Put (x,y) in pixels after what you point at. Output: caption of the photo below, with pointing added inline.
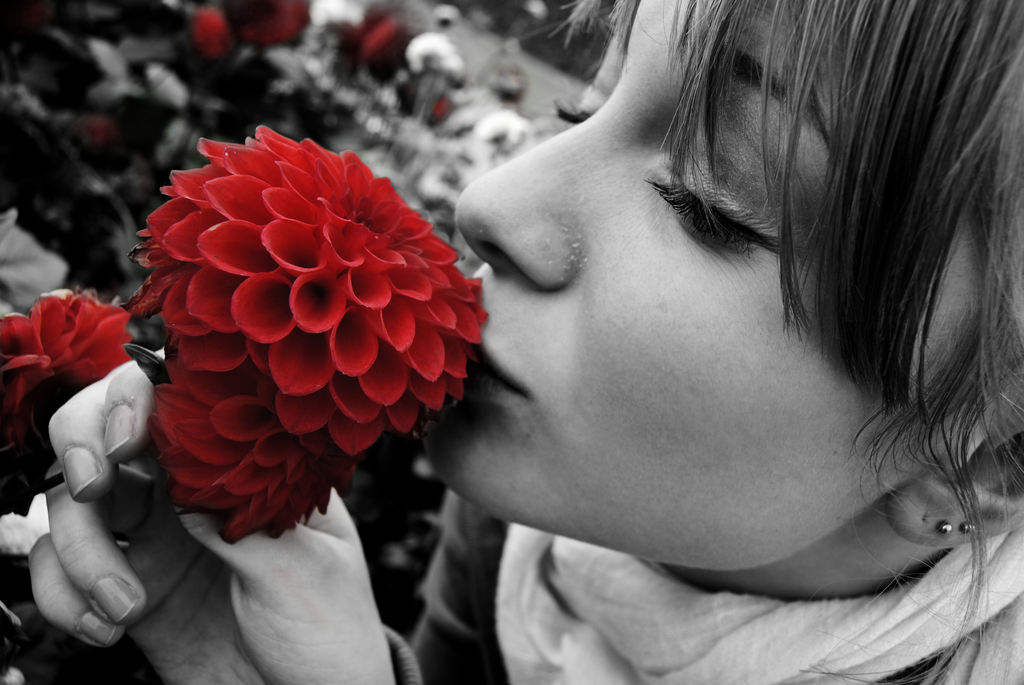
It looks like a black and white picture. We can see a woman (461,450) is holding a flower (179,320) and behind the woman (598,320) there are some blurred items (431,87).
